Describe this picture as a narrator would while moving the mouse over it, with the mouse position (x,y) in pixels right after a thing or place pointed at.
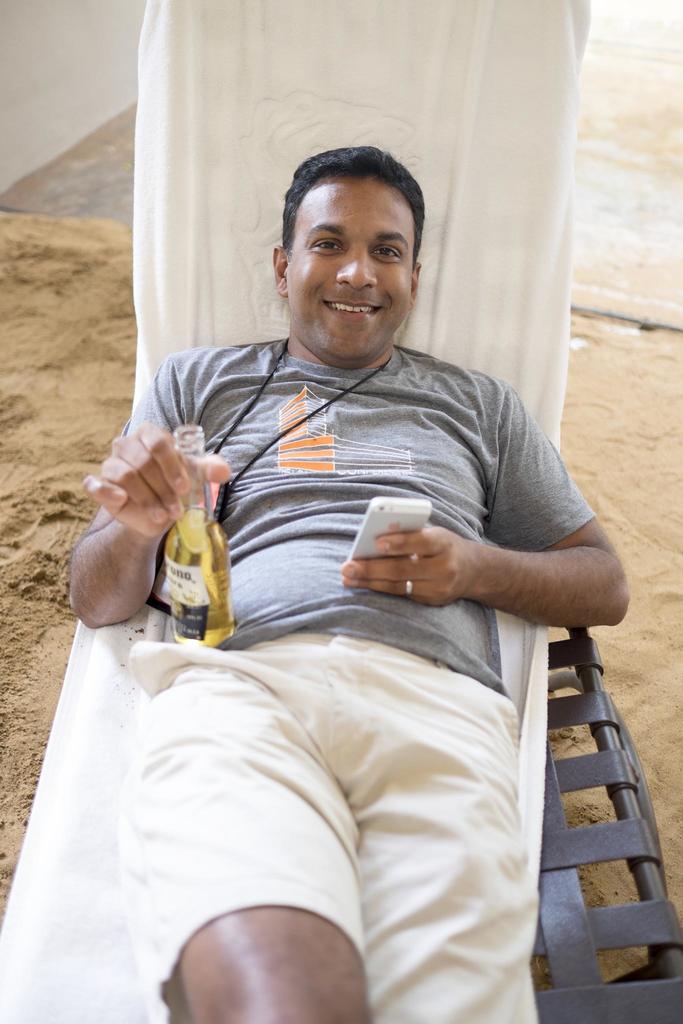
As we can see in the image there is a man (441,489) holding bottle (206,574), mobile phone (372,546) and laying on bed (545,768).
